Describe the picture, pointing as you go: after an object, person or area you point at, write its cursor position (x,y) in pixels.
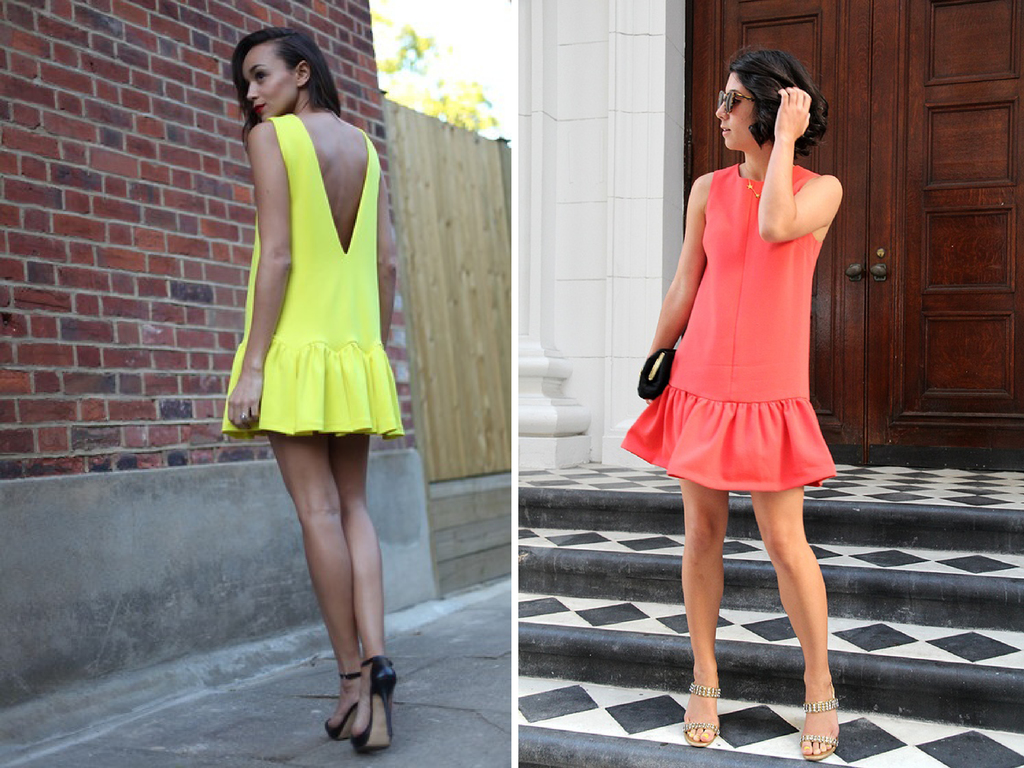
This is a collage image. In this image I can see two people (367,367) with yellow and red color dresses (704,462). In the background (865,329) I can see the door (815,358), brick-wall (197,303), tree (410,50) and the sky (397,87).
